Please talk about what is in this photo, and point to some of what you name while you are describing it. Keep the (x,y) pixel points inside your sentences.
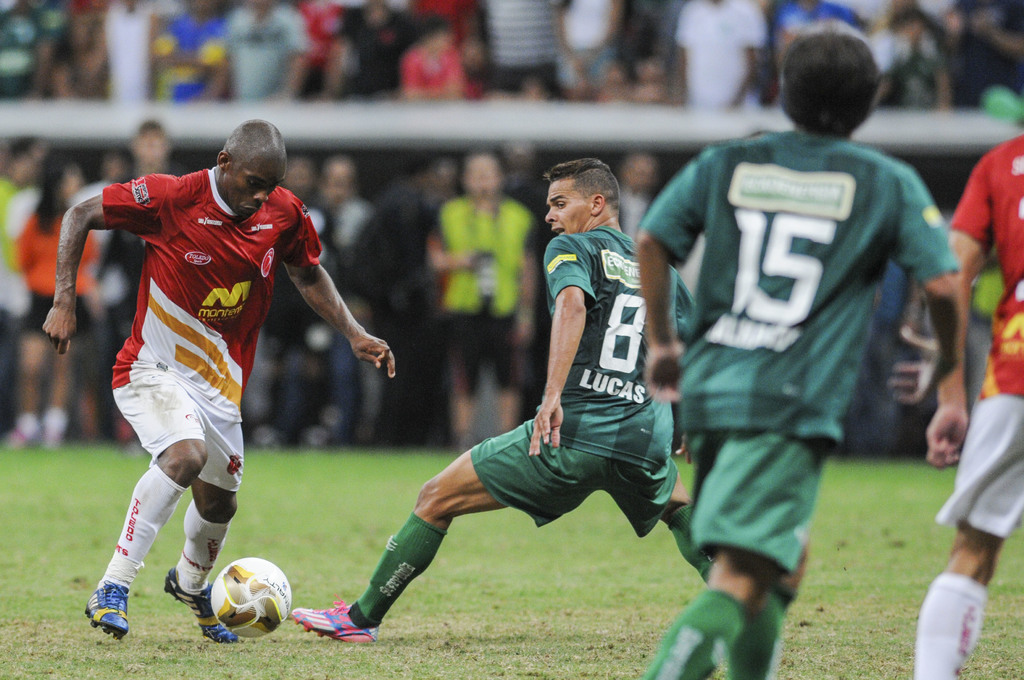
In the image we can see there are players (678,500) wearing, clothes (642,530), socks (397,589) and shoes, they are playing on the ground (470,551). Here we can see a ball (219,593), grass (475,634) and the background (480,167) is blurred.
